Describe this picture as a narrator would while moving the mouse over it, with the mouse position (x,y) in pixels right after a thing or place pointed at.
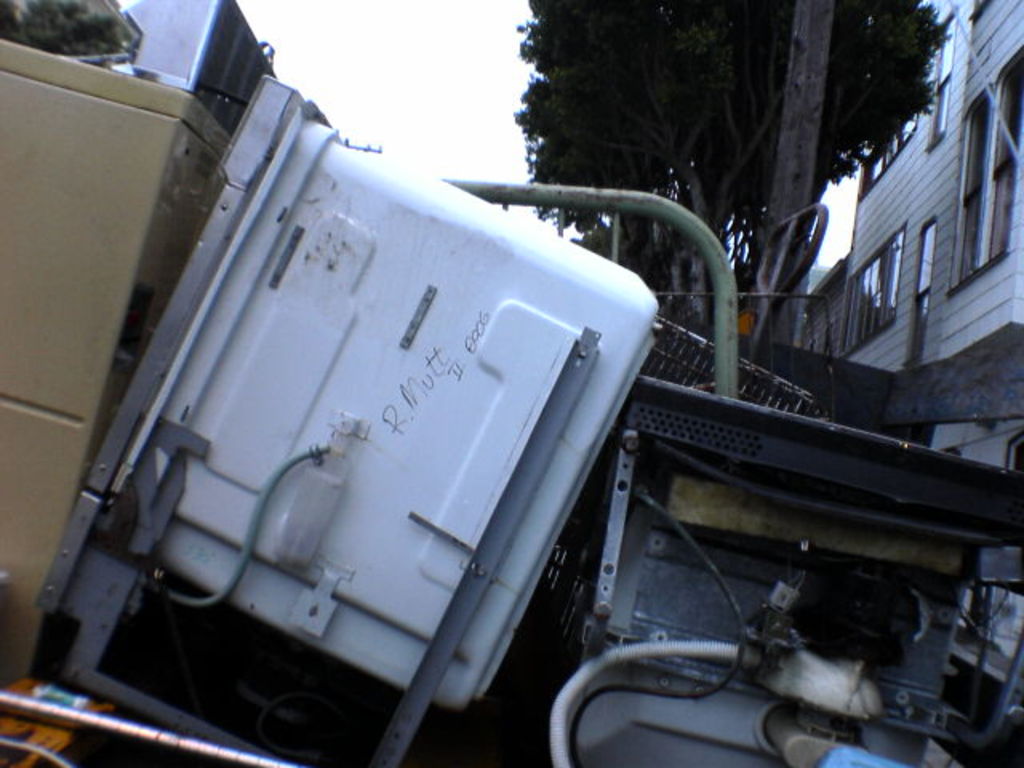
This image is clicked outside. There is building (921,221) on the right side (903,301). There is a tree (640,141) at the top (545,159). In the middle (541,295) there is some equipment (473,405).
